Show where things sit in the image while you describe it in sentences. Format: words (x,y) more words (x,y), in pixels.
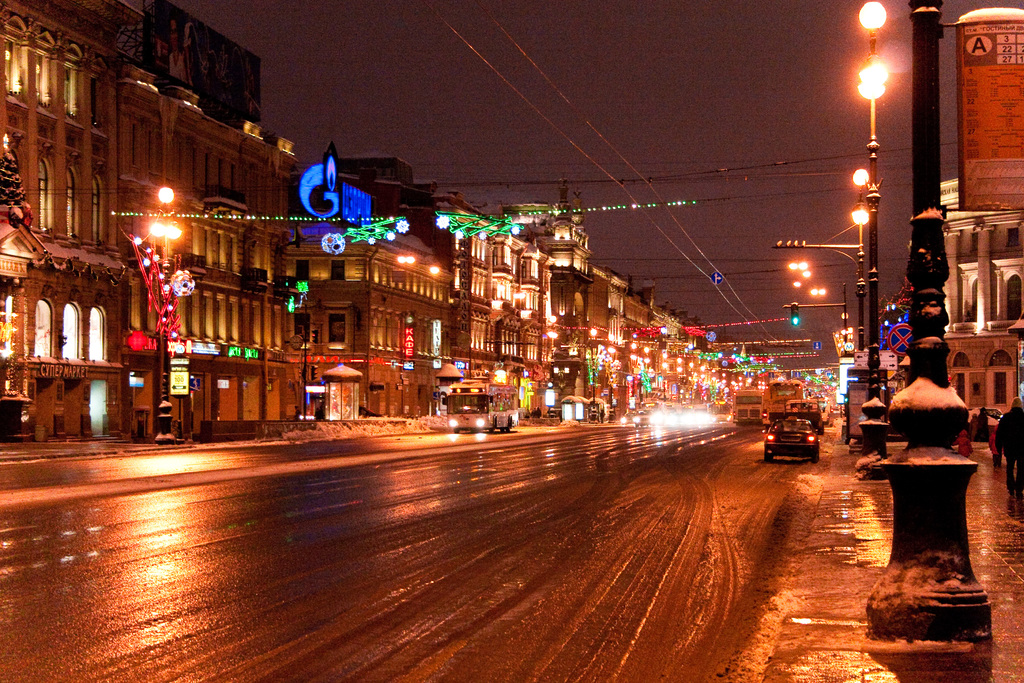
In this image I can see buildings (367,311), lights (307,286), poles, wires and vehicles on the road (683,457). At the top (581,85) I can see the sky (570,161). This image is taken during night on the road (276,591).
